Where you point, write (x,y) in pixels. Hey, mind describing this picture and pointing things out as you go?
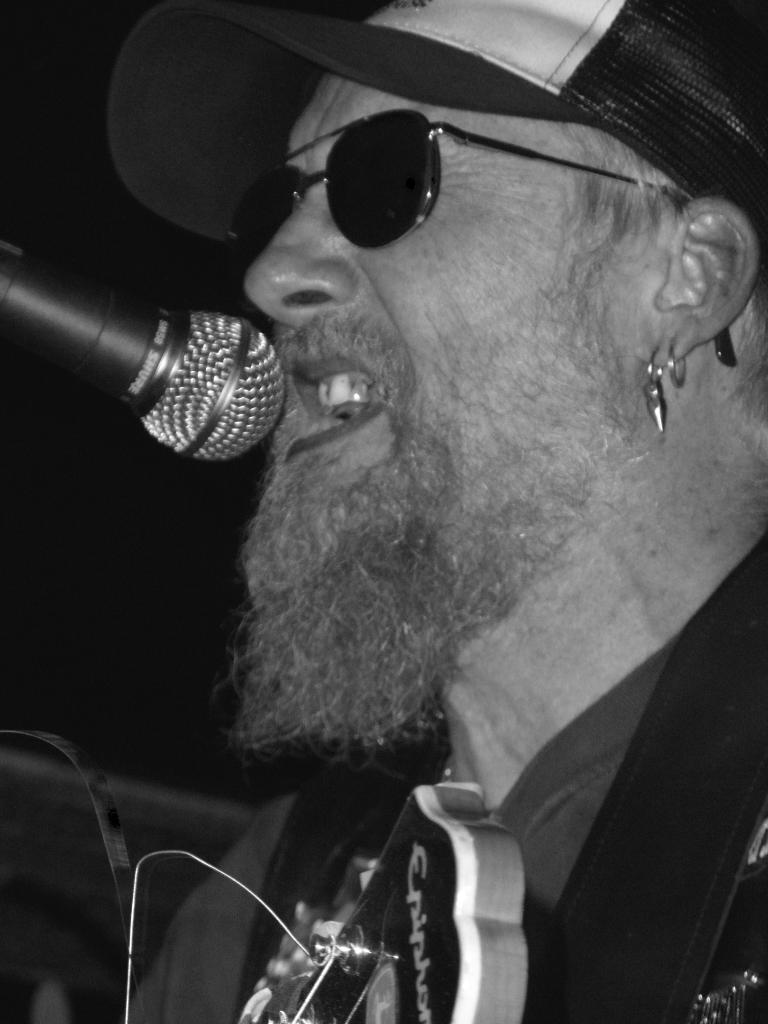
In this image in the center (338,394) there is one person (406,301) who is wearing goggles (346,181) and cap (261,82), and in front of him there is one mike (181,378) it seems that he is singing. And he is holding some musical instrument (472,921).
